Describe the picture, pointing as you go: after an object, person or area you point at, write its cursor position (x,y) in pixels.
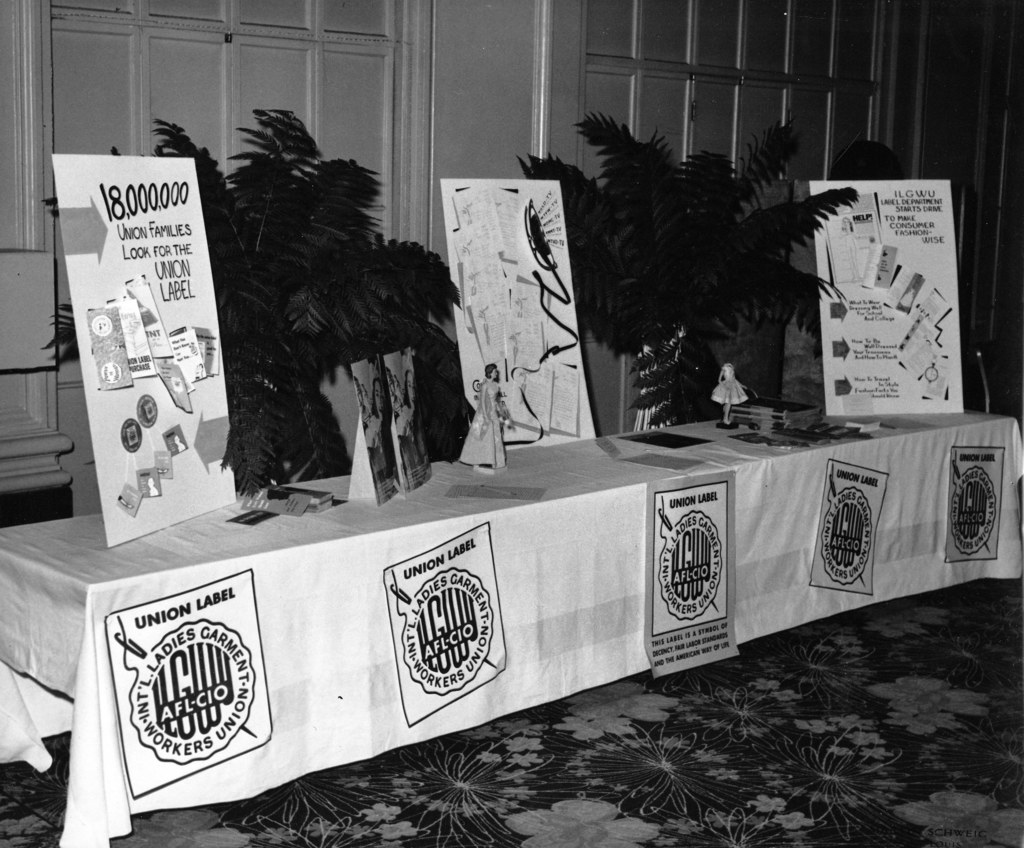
In the picture we can see a table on it, we can see a cloth (86,541) and on it we can see three boards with an advertisement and behind it, we can see two plants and behind it, we can see a wall (554,31) and on the floor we can see a floor mat (873,656) with flower designs (592,806) on it.
